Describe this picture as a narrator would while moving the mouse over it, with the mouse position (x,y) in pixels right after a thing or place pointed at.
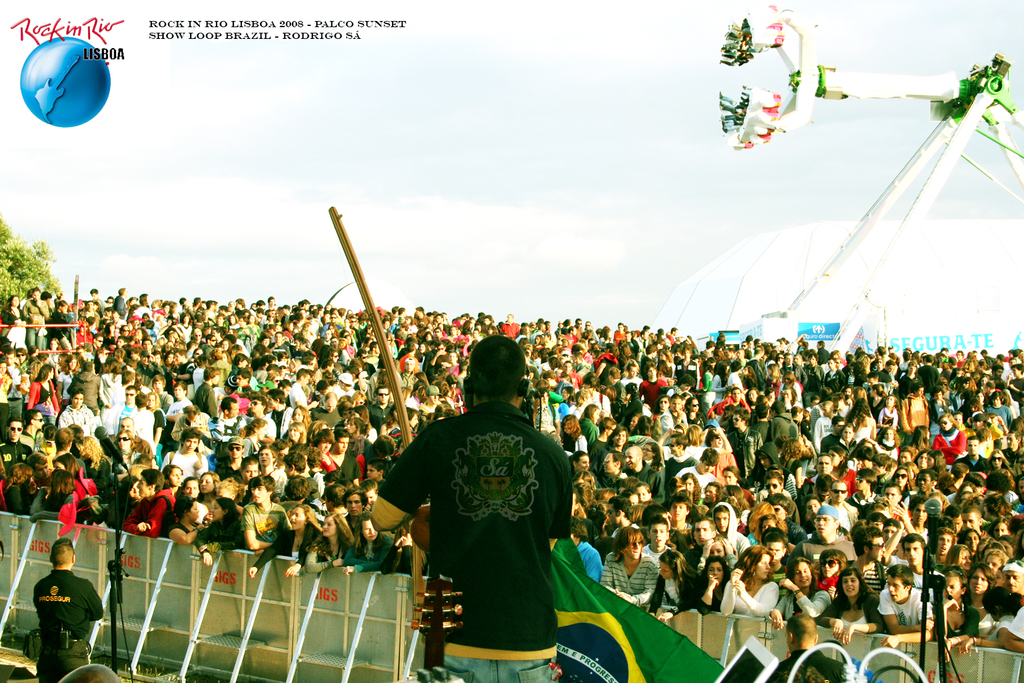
In this picture we can see a man (430,557) wearing black color t-shirt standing on the stage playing guitar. In the front (199,431) we can see many group of audience (523,329) standing on the ground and enjoying the song. Behind we can see white color roller coaster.
